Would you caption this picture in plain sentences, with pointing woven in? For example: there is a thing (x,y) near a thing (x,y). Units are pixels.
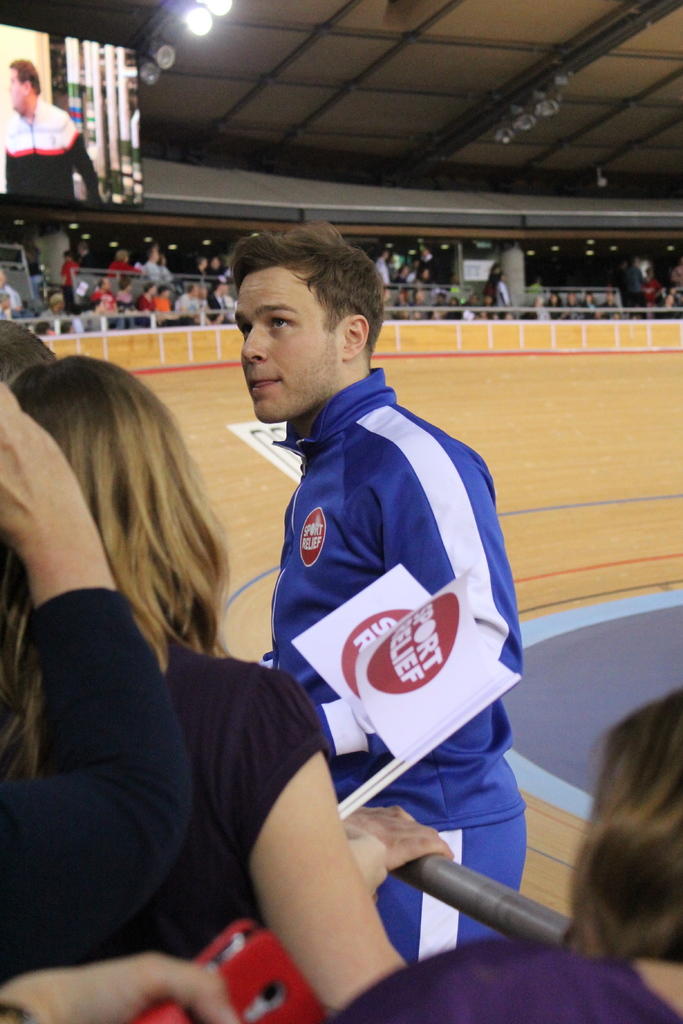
In this image, we can see persons (440,510) wearing clothes (297,500). There is a crowd (502,285) in the middle of the image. There is screen (93,147) and lights (193,12) in the top left of the image (193,22).
